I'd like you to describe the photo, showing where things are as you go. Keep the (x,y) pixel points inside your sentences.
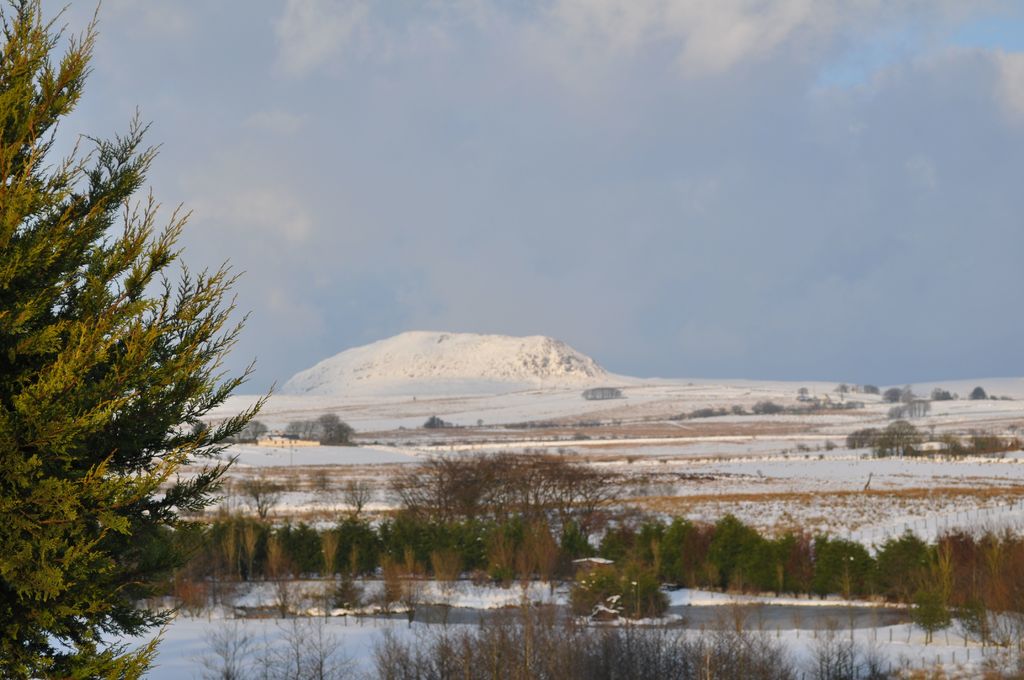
This picture is clicked outside the city. On the left corner (80,267) we can see the tree (118,609). In the foreground (818,631) there is a water body (875,613) and the plants (395,558). In the background (606,400) we can see a lot of snow (511,408), hill (476,368) and the sky (463,215).
